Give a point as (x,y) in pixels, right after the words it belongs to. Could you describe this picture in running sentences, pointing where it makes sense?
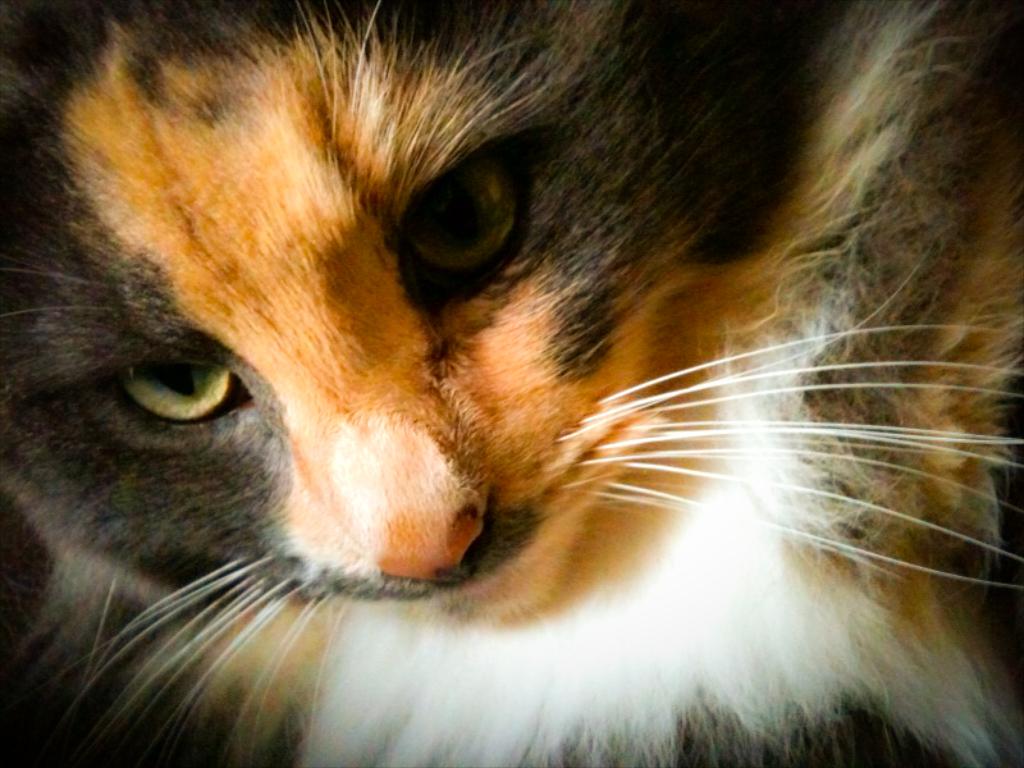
This is the zoom-in picture of a face (229,409) of a cat (479,220).
